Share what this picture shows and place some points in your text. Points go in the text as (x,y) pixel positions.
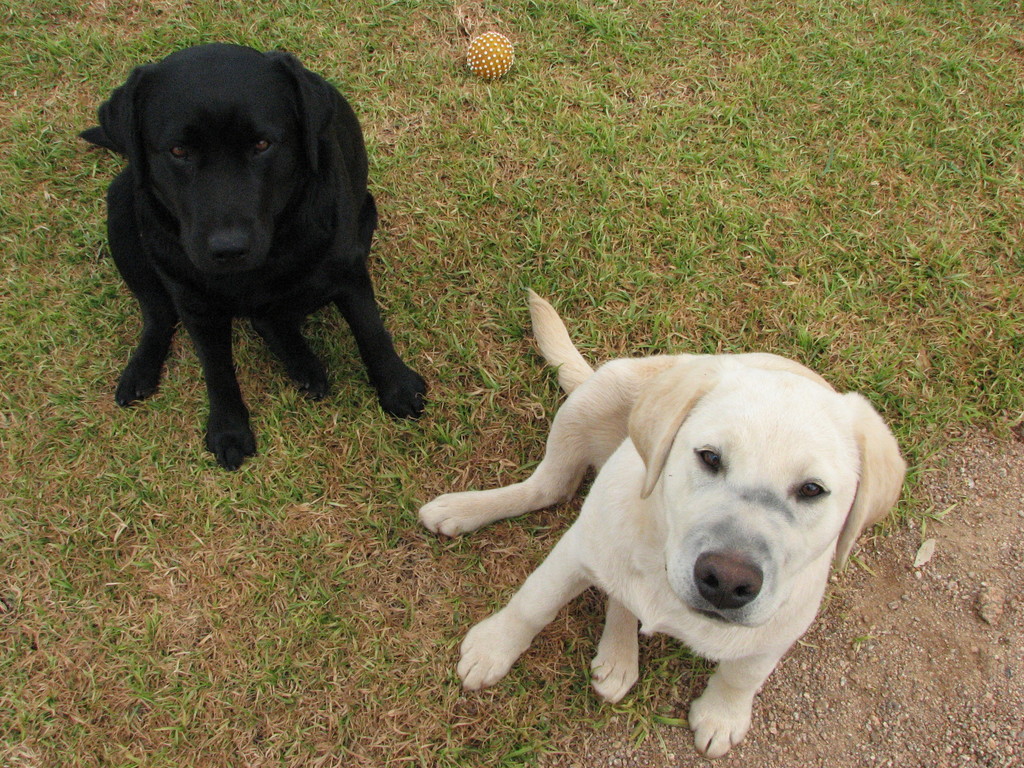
Here I can see two dogs (303,297). One is in white color and another one is in black color. Two are sitting on the ground (228,510) and looking at the upwards. On the ground (757,152), I can see the grass (766,135). At the top of the image (510,50) there is a ball (491,56) which is placed on the ground (493,89).
